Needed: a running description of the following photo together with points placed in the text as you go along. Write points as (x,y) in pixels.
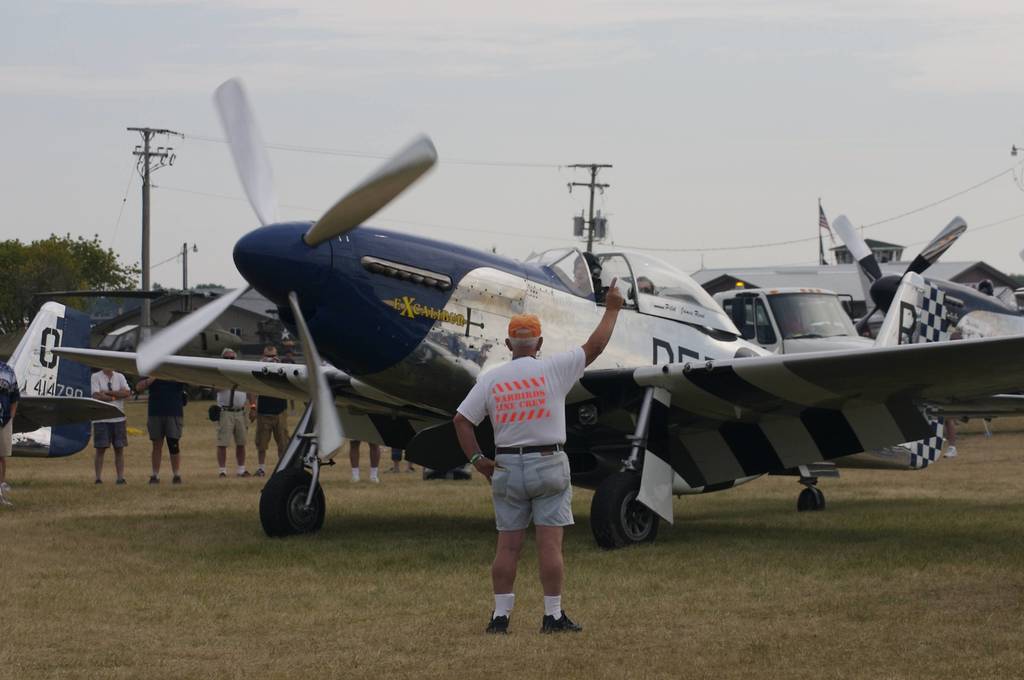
In front of the image there is a person (560,415) standing and raising his hand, behind him there are aircraft's (464,359) and some other people (183,427) around, in the background of the image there are trees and electric poles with cables (280,147) on it. At the top of the image (348,112) there are clouds (474,202) in the sky (492,180).
